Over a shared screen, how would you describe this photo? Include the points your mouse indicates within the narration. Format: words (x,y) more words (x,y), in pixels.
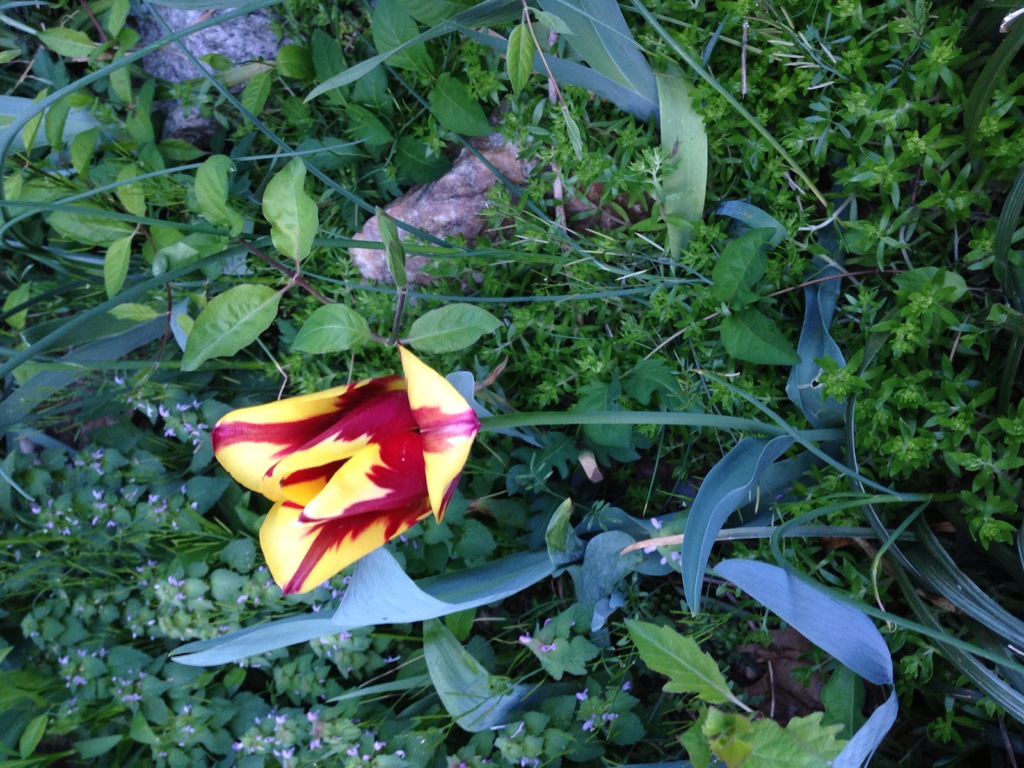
In this image there are grass (960,512) and stones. There is a plant (512,473). There is a flower (373,467).
